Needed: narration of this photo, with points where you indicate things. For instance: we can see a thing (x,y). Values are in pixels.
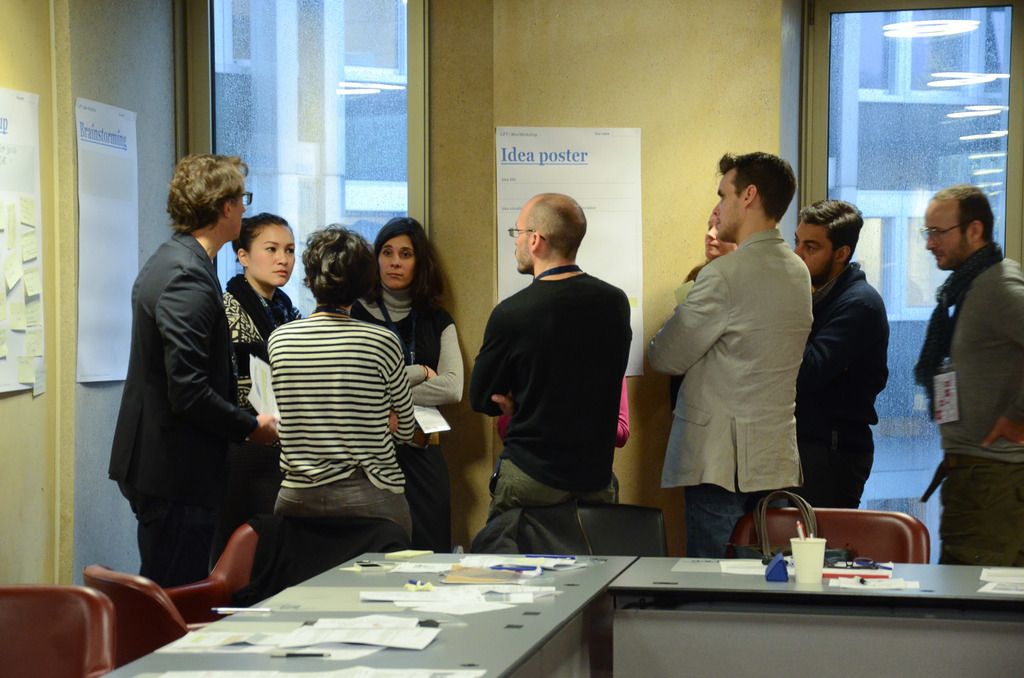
In this image I can see a group of people (582,438) are standing on the floor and I can see chairs (581,516) and tables (496,632) on which papers (458,612), glass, pens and so on are kept. In the background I can see windows (267,192), wall (5,76), posters (542,150) and buildings (880,267). This image is taken may be in a hall (468,461).
